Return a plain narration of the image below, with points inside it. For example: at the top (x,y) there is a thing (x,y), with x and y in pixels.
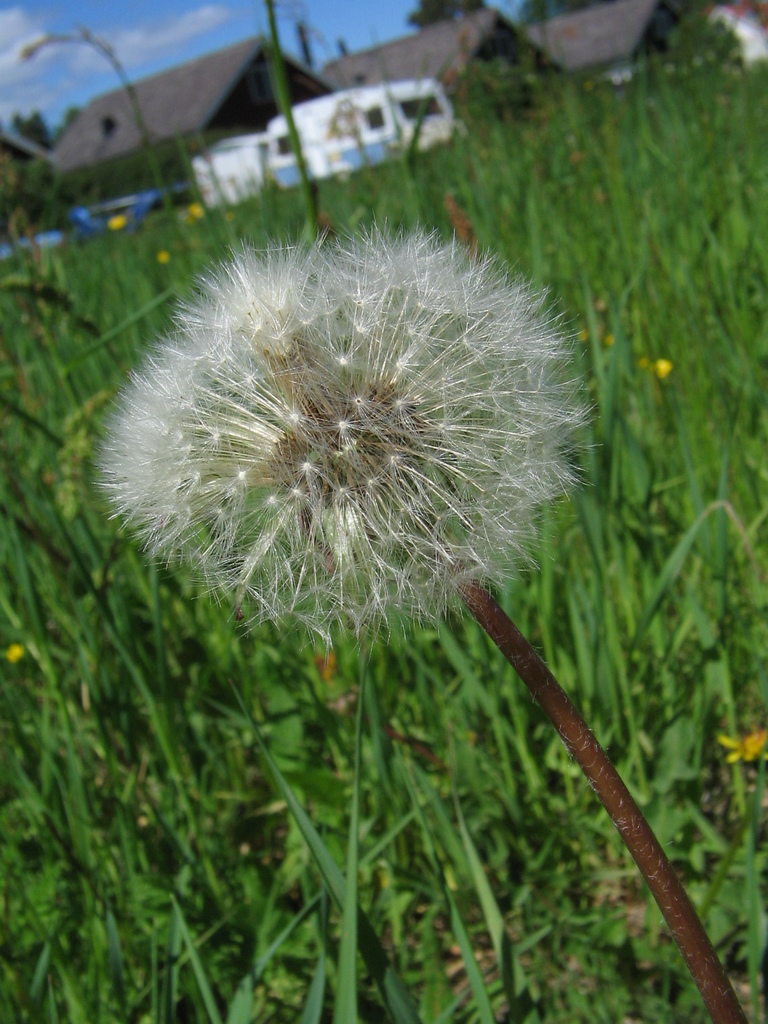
In this picture there is a flower (397,230) at the center (411,598). At the bottom (262,930) there are plants (468,744). On the top (384,11) there are buildings (125,105), trees (2,199) and sky (74,95).
